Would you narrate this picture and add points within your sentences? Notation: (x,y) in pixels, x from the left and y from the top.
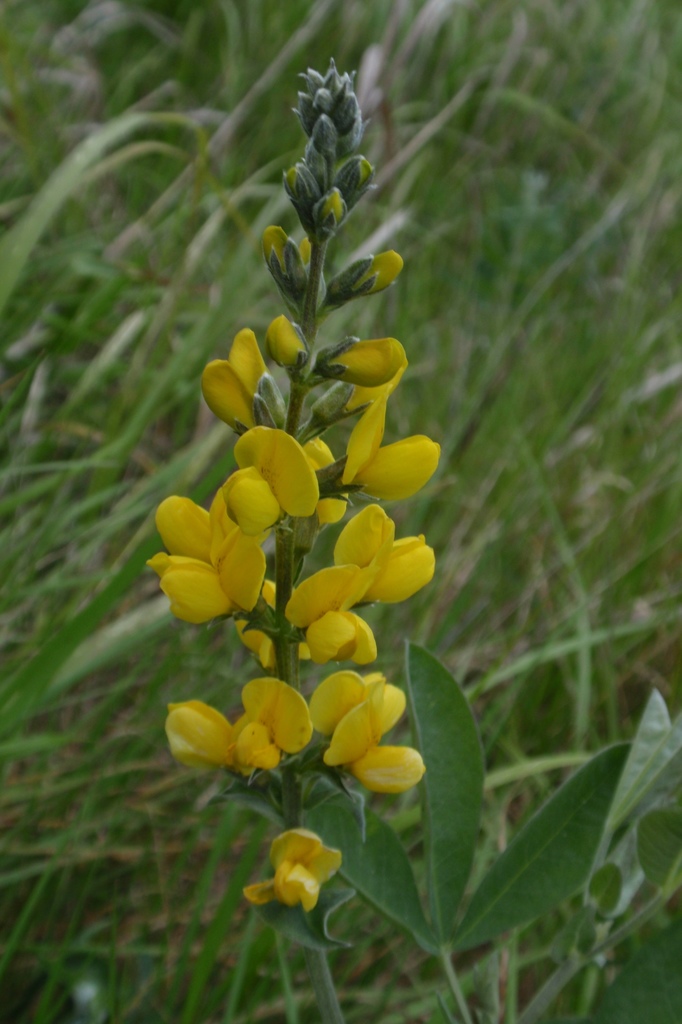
In the image there are yellow flowers (216,411) to a plant (473,935) and the background of the plant (267,596) is blur.
